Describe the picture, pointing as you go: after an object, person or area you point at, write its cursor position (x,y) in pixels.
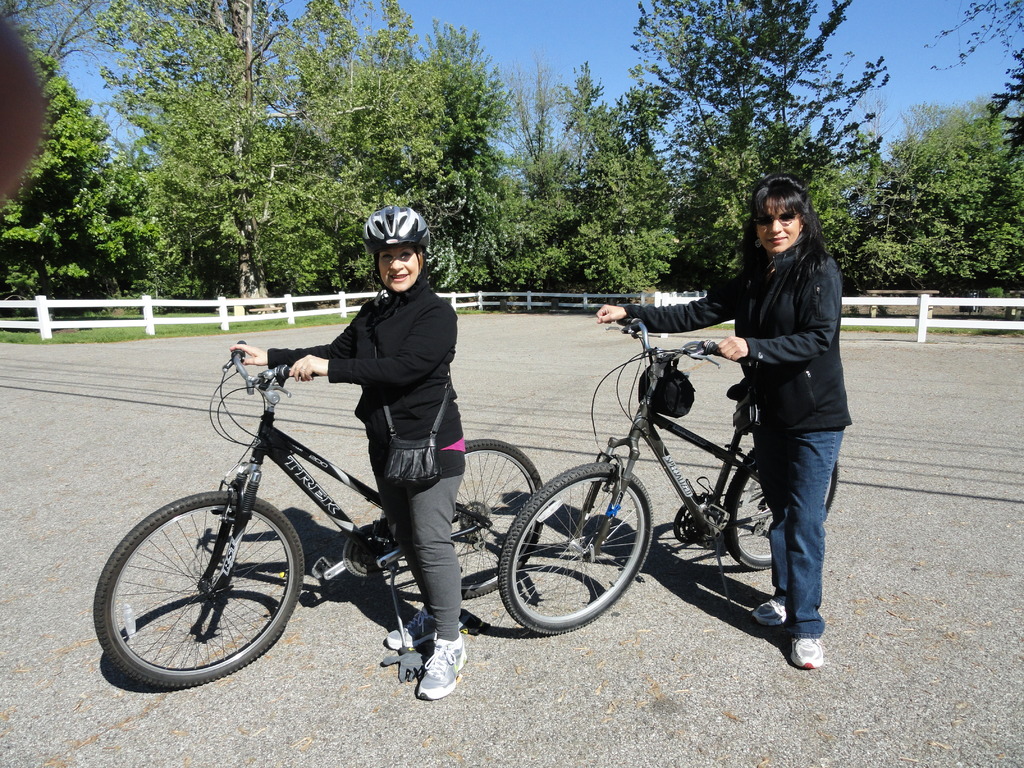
There are two ladies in the center of the image (677,351), by holding bicycles (567,489) in their hands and there are trees (449,152), boundary (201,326), and sky (587,49) in the background area (615,135).
